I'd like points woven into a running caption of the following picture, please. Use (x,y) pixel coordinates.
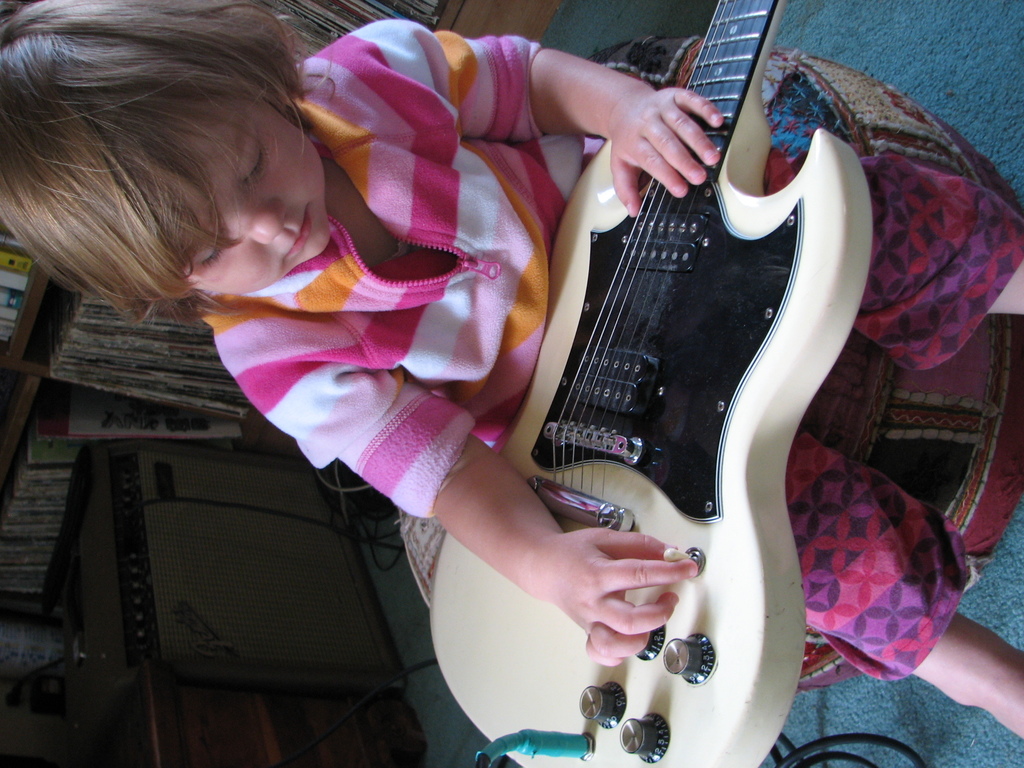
In this image I can see the child (439,443) holding the musical instrument (728,423). In the background (242,397) I can see few books (180,430) in the racks (13,356).
